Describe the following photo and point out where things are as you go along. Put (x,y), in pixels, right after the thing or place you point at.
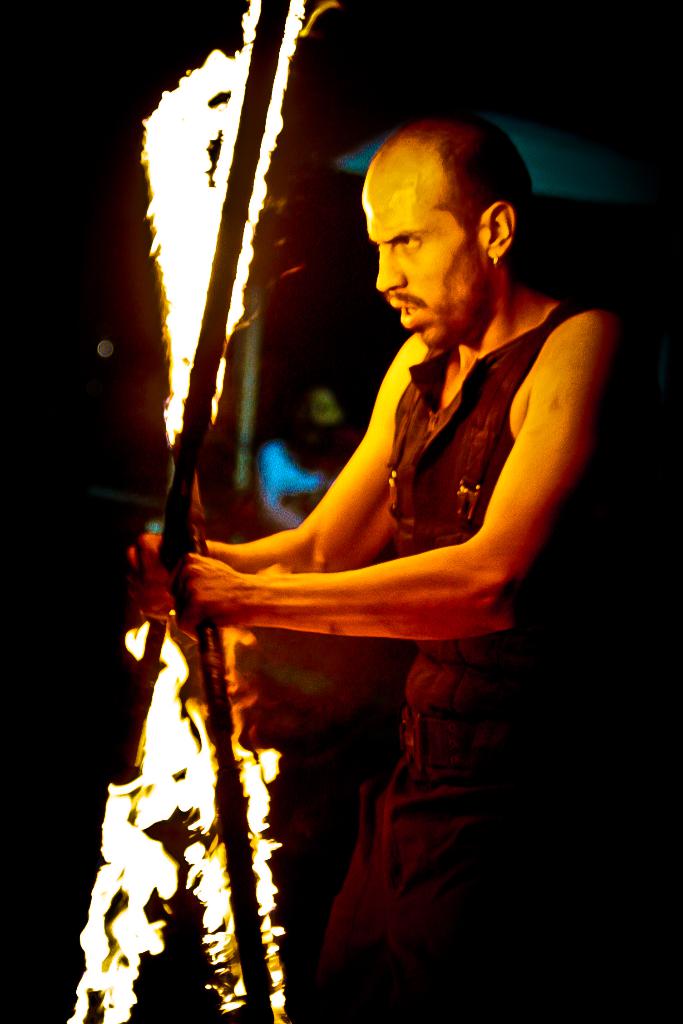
In this image we can see a man (410,878) standing on the ground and holding sticks (218,295) with fire (216,747).
